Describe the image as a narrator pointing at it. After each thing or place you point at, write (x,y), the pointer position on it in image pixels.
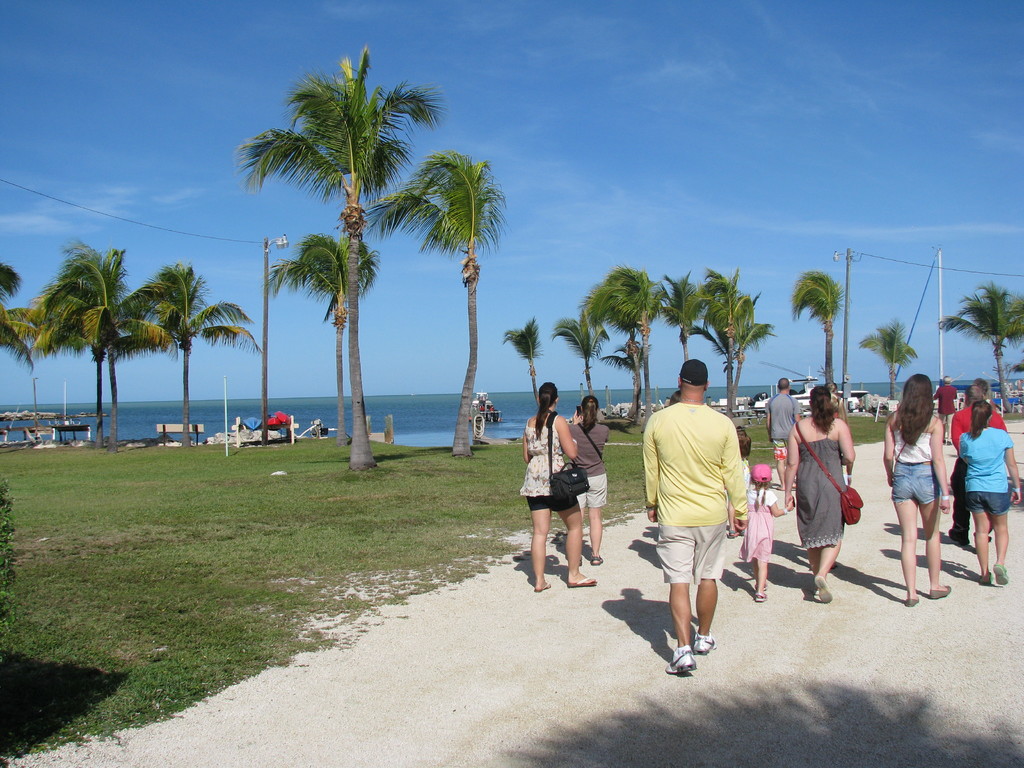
There are few people (688,487) standing in the right corner (822,504) and there are few trees (598,333), boats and water (370,406) in the background (442,411).
